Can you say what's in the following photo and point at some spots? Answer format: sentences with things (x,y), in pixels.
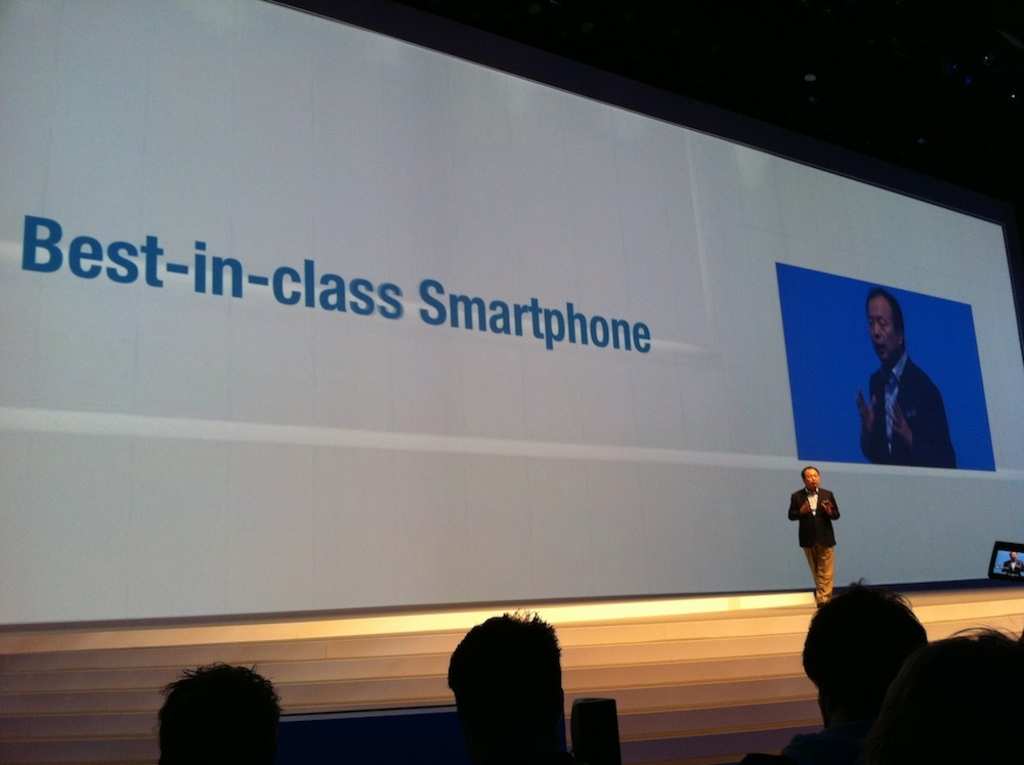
In this image we can see a person (833,542) on the stage (621,619) where we can see a screen (601,408) with a person's image (874,395) and some text (454,324), there we can see a few people (816,674) in front of the stage (780,672) and few lights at the top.
